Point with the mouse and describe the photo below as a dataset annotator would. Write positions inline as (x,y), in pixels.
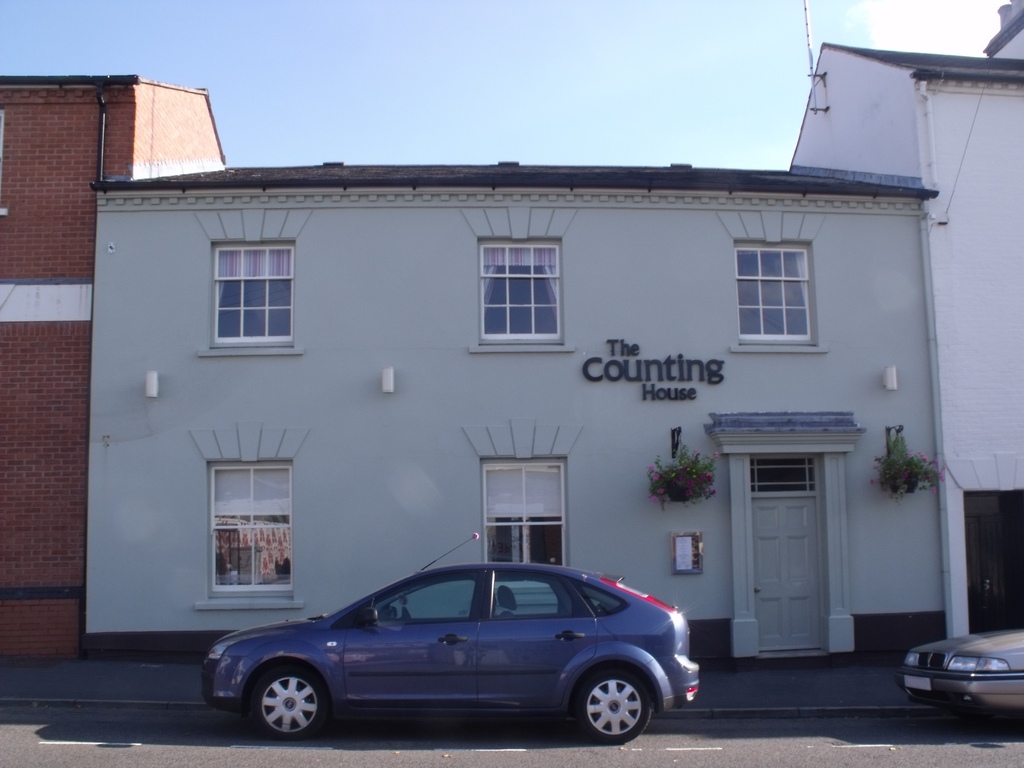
In this image there is a building (559,350) in the middle (559,363). In front of the building (489,550) there are two cars (594,652) parked on the road (769,724). On the right side (761,560) there is a door (772,580). At the top (498,71) there is the sky (492,60). There is some text (623,361) on the building's wall (623,339).
